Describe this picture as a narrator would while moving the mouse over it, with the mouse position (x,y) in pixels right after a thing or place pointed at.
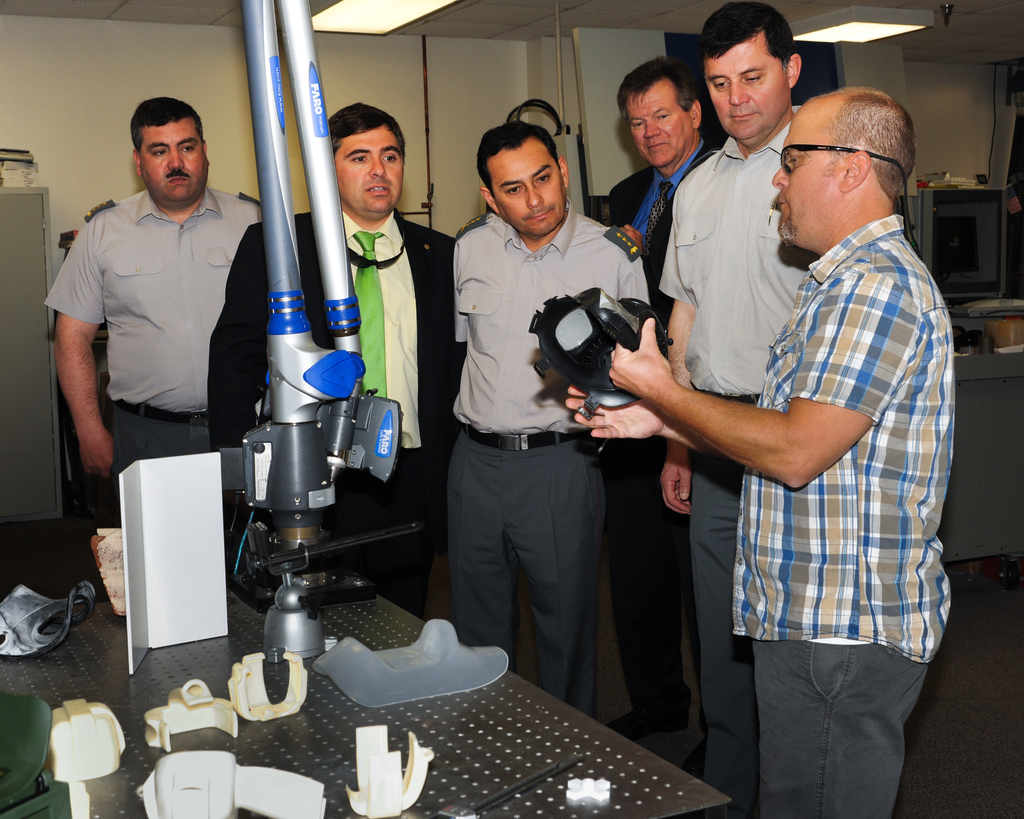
In the foreground of this image (608,496), there are men (517,259) standing and a man (833,584) is holding an object (601,381). On the left (313,812), there are few molded objects (79,753) on the table (67,655) and we can also see an equipment (316,406). In the background (14,220) left, there is a cupboard (25,278). On the top (378,8), there are lights (419,19) to the ceiling (485,20) and few objects (965,312) on the right (997,274).
